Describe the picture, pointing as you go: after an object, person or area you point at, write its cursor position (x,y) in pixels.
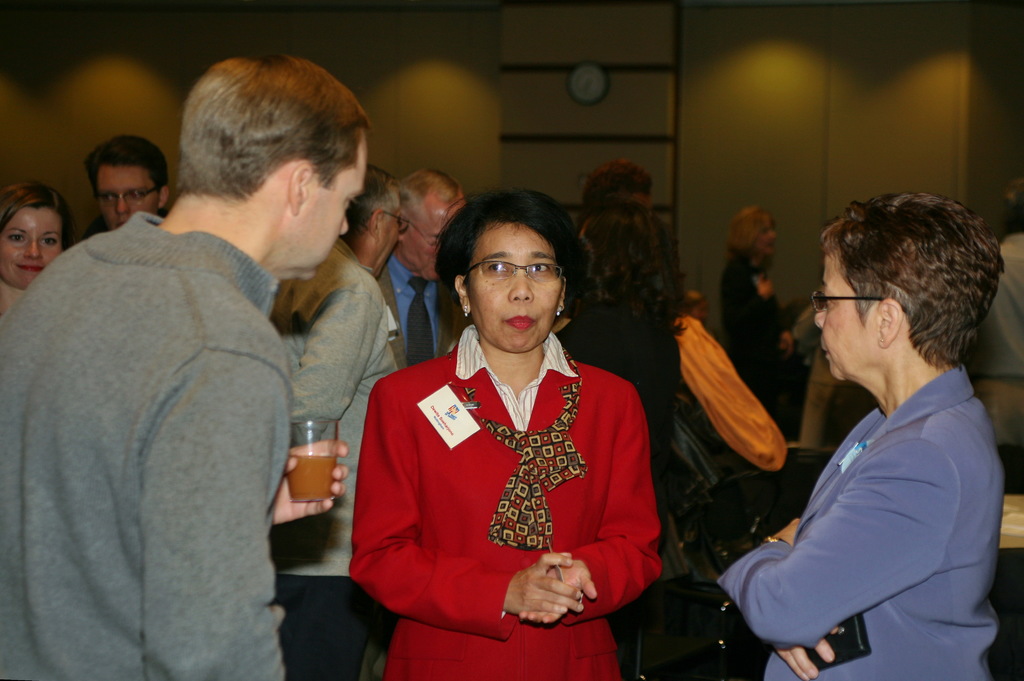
In this picture there is a woman (452,419) who is wearing red dress (608,585). Beside her there is a woman (935,327) who is wearing spectacle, suit (886,509) and holding a mobile phone (847,641). Beside her there is a man (188,347) who is holding a glass (302,460). In the back (976,386) I can see some peoples (761,333) were standing near to the table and wall (819,77). At the top (586,96) there is a wall clock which is placed on the wall (630,121). Beside that I can see the light beams (741,87). On the left (13,191) background (13,207) there is a woman (19,268) who is smiling.
